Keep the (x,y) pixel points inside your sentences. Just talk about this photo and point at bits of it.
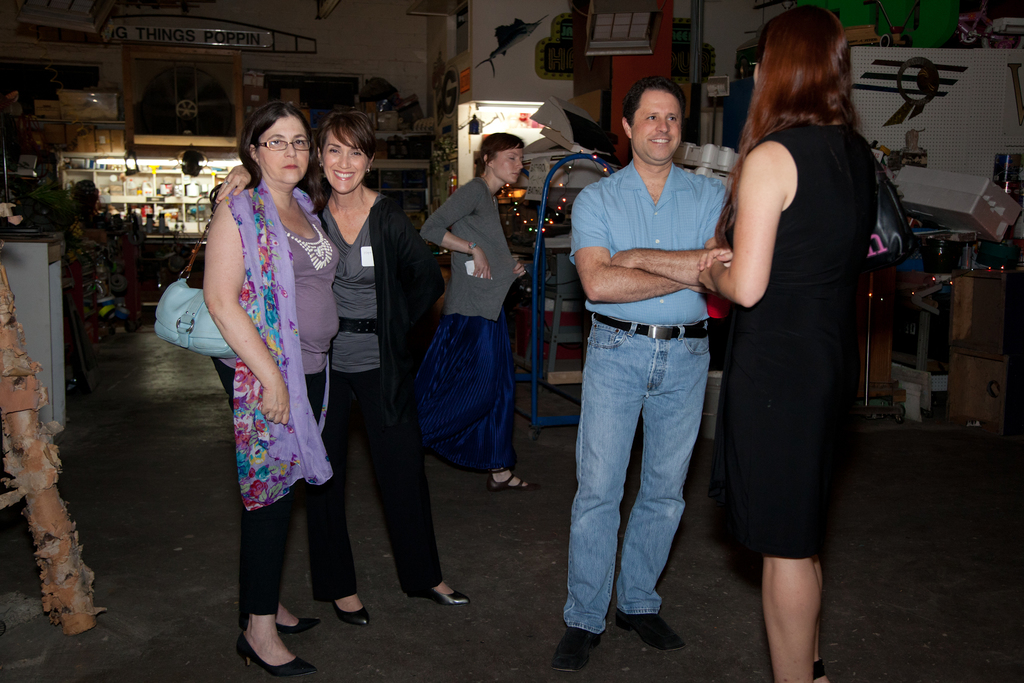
This image consists of many persons (255,290) standing. At the bottom (468,632), there is ground (460,623). In the background (633,33), there are many things (172,111) and a building (472,39).
